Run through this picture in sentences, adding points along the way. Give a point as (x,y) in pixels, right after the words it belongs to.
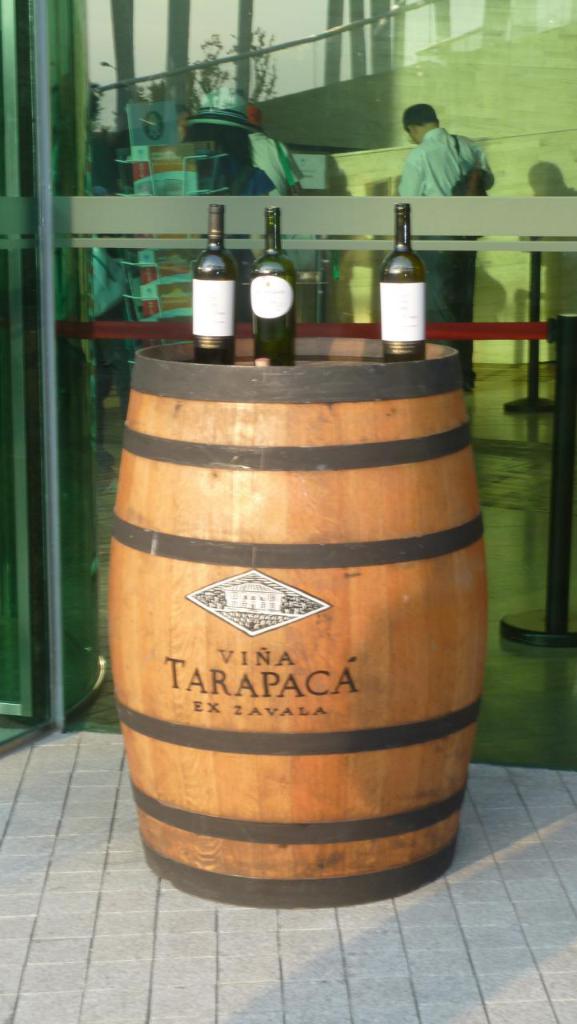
In this image in the foreground (206,494) there is a barrel (251,496), and on the barrel (199,693) there is text (287,669) and bottles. And in the background (146,258) there is a glass window (409,154), through the window (81,368) we could see reflection (461,159) of some people (451,160), plants (89,118), railing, trees (353,40) and some objects (537,319). At the bottom (103,815) there is a walkway (515,911).
